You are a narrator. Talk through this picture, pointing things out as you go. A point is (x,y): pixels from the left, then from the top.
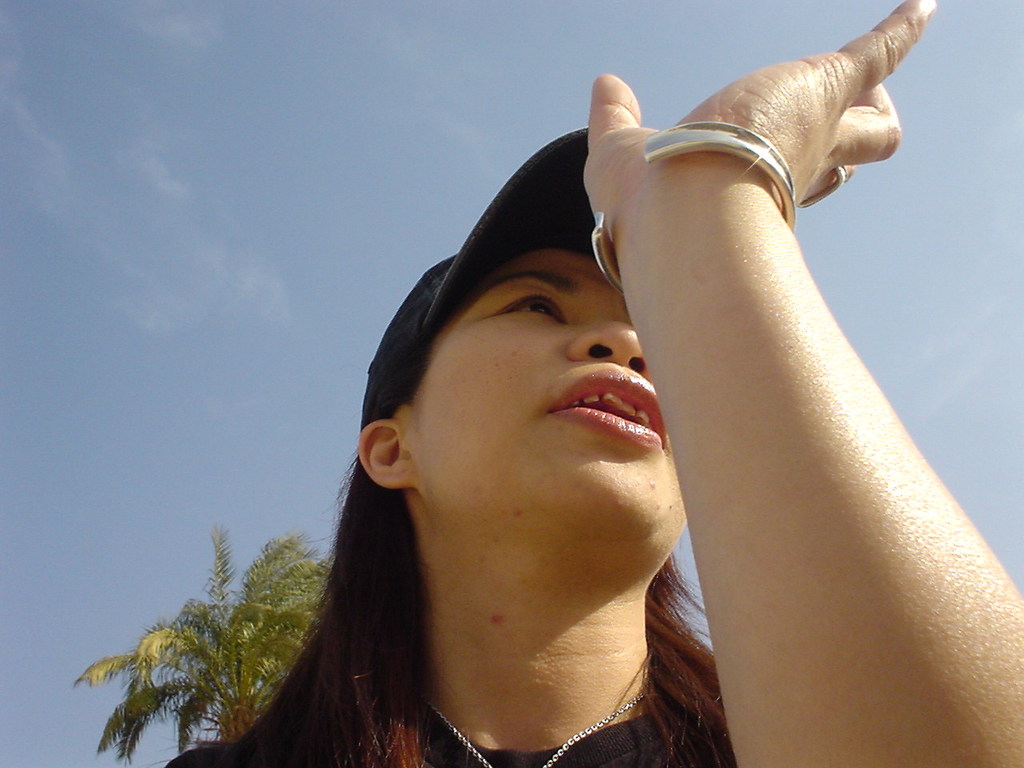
This woman (502,342) wore a cap (457,259). Sky (415,185) is in blue color. Far there is a tree (269,620).
